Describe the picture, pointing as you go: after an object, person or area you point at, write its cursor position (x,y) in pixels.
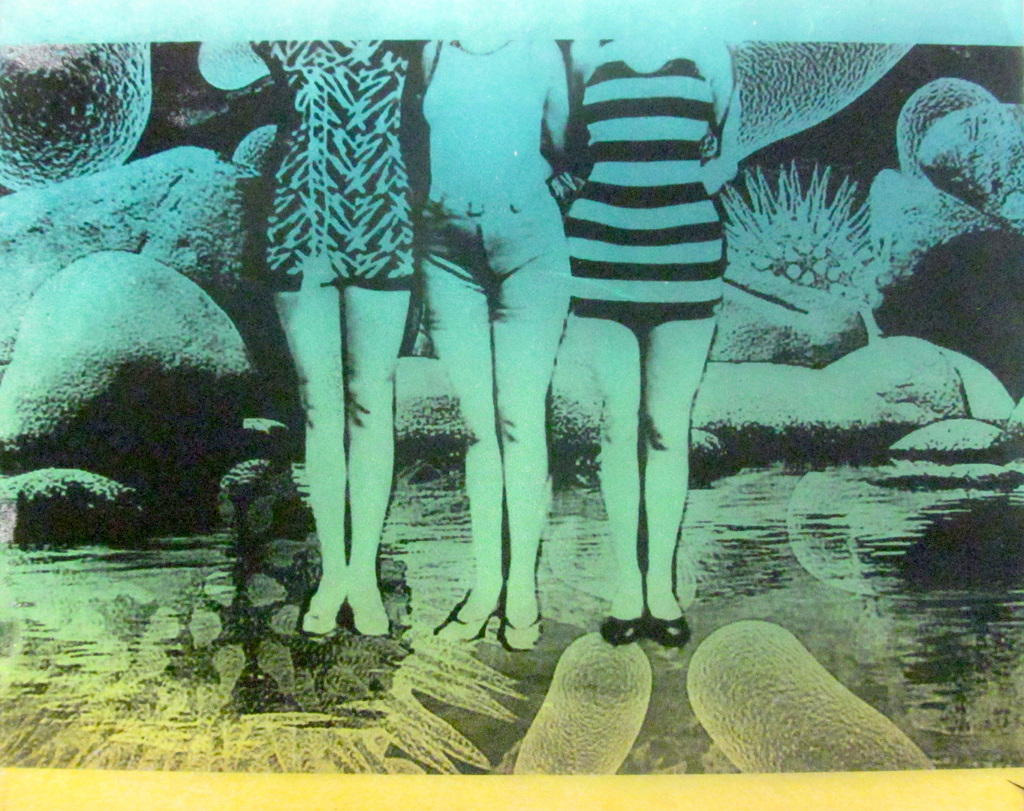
This is an edited image, we can see three persons (504,340) standing and in the background (35,374) we can see some rocks (84,231).
